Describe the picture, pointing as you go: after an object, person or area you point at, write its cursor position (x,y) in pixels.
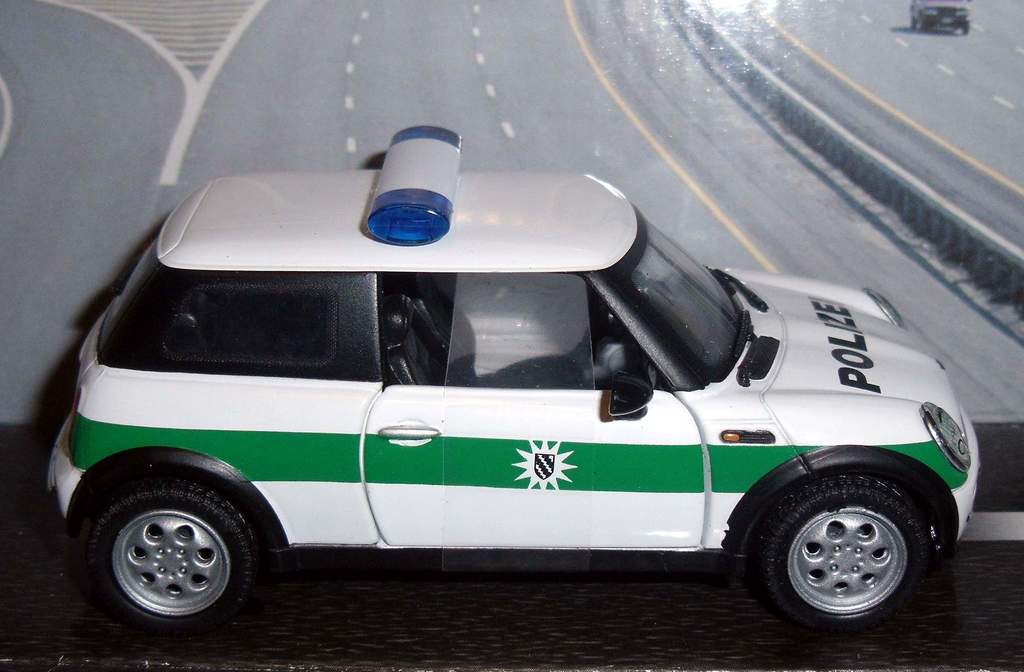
This image consists of a car (721,361). There is police written on it. It is in white and green color.
